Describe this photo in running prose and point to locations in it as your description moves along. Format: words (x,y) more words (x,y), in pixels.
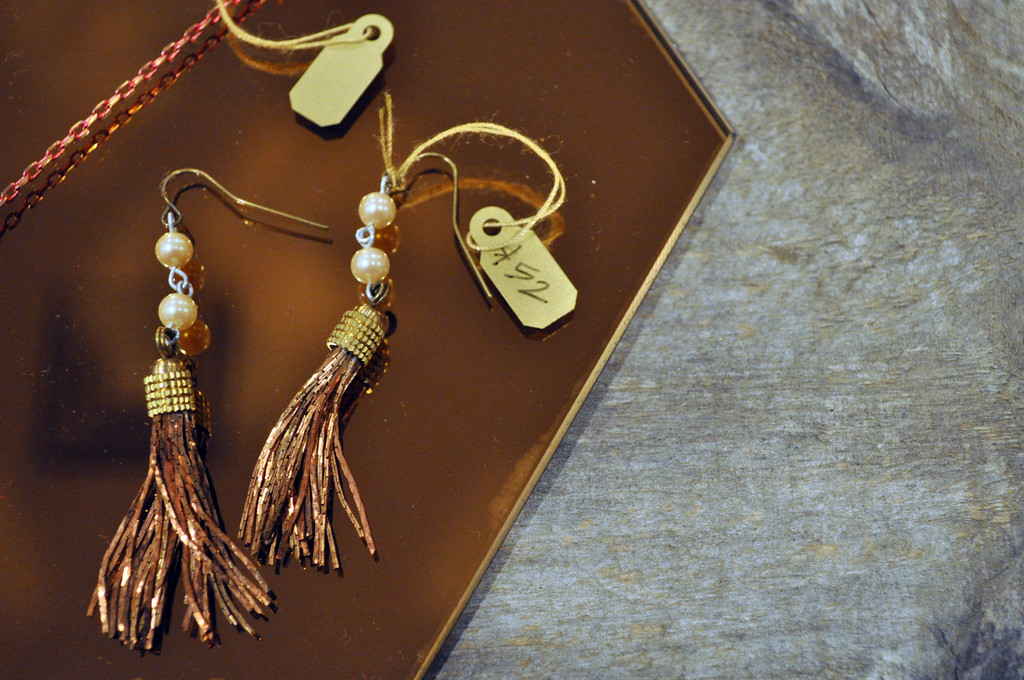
In this image I can see earrings (159,397) on the brown color board (509,345). I can see a tags (327,60). Board (630,151) is on the grey surface (772,300).
